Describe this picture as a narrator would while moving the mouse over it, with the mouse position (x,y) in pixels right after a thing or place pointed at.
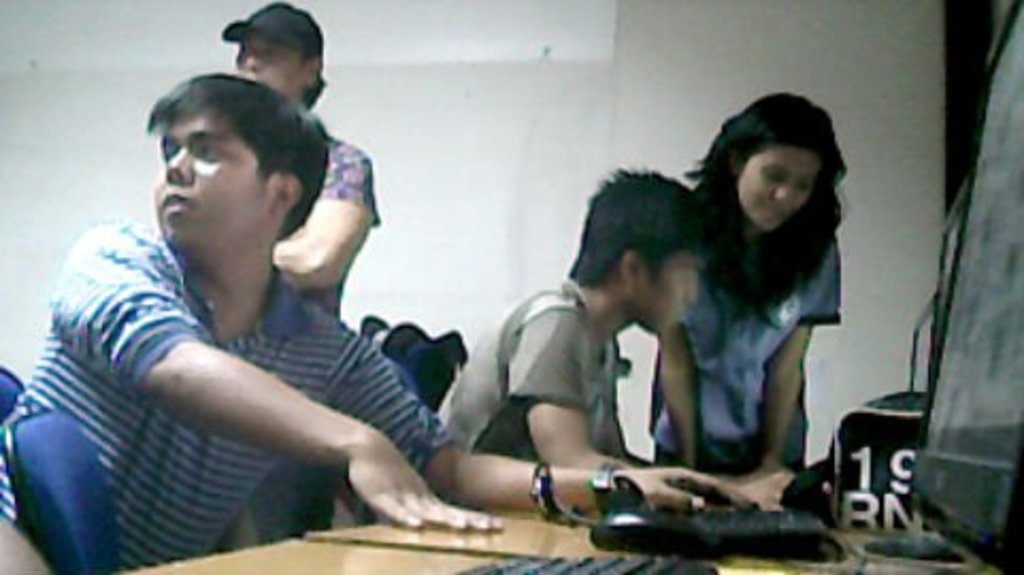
In this image there are persons (540,361) sitting and standing. In the front (524,540) there is a table (766,560) and on the table (787,564) there are keyboards (659,553), there is a mouse (622,548) and there are monitors (973,332) and there is a bag (881,475) with some text (878,482) and numbers (862,482) written on it. In the background (341,79) there is a wall (454,100) which is white in colour.
